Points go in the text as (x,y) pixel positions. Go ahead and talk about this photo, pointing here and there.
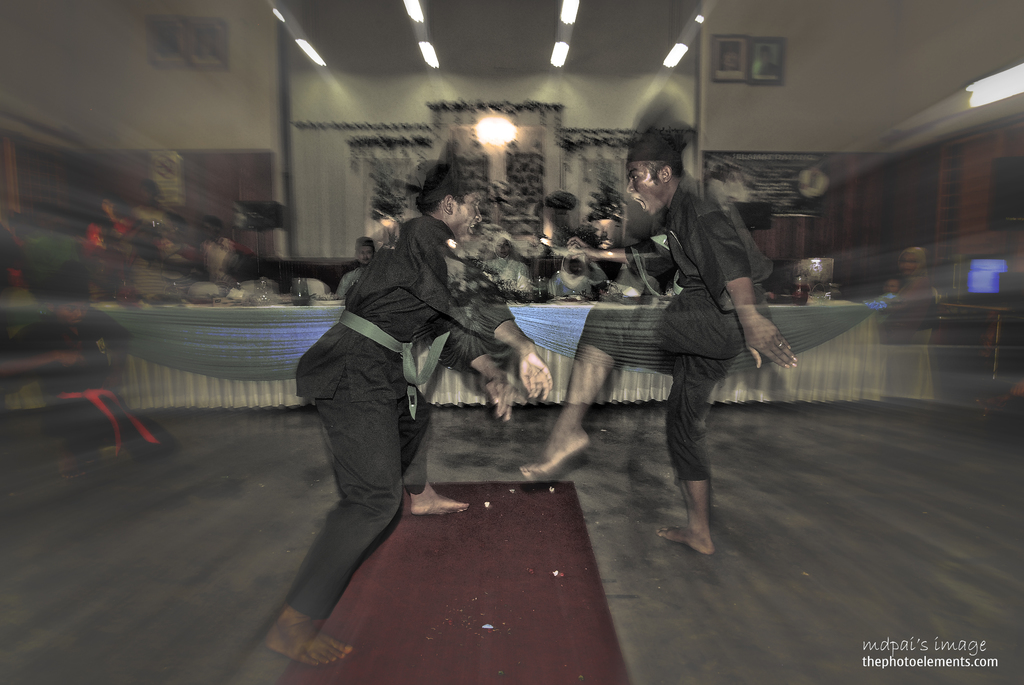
This picture is little blurred. In the center (675,282) there are two men (671,251) are fighting. Both of them are wearing black clothes (447,269). Behind them there is a table (845,332). Beside the table (291,352) there are people (567,276) sitting on the chairs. On the top (671,55), there are lights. In the background (437,80), there is a wall (125,79) with frames (175,48).
